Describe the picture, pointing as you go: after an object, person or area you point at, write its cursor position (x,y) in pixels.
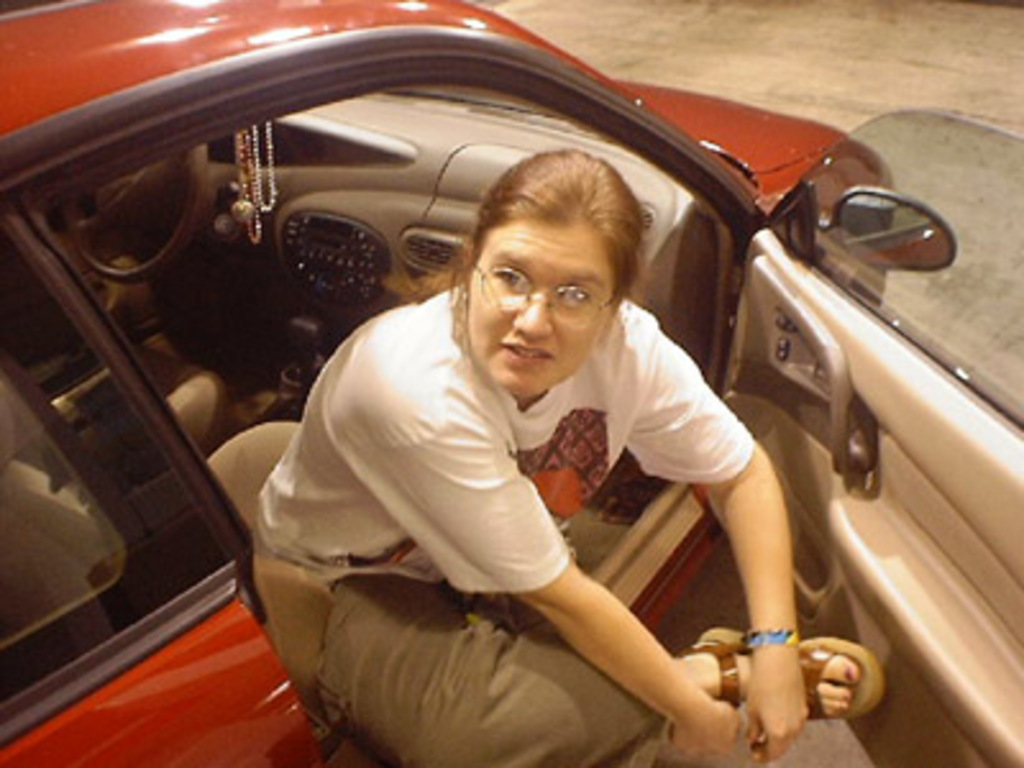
In this picture we can see a woman (429,538) sitting on a car seat (269,436) with a car door (843,393) open. She wore spectacles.
